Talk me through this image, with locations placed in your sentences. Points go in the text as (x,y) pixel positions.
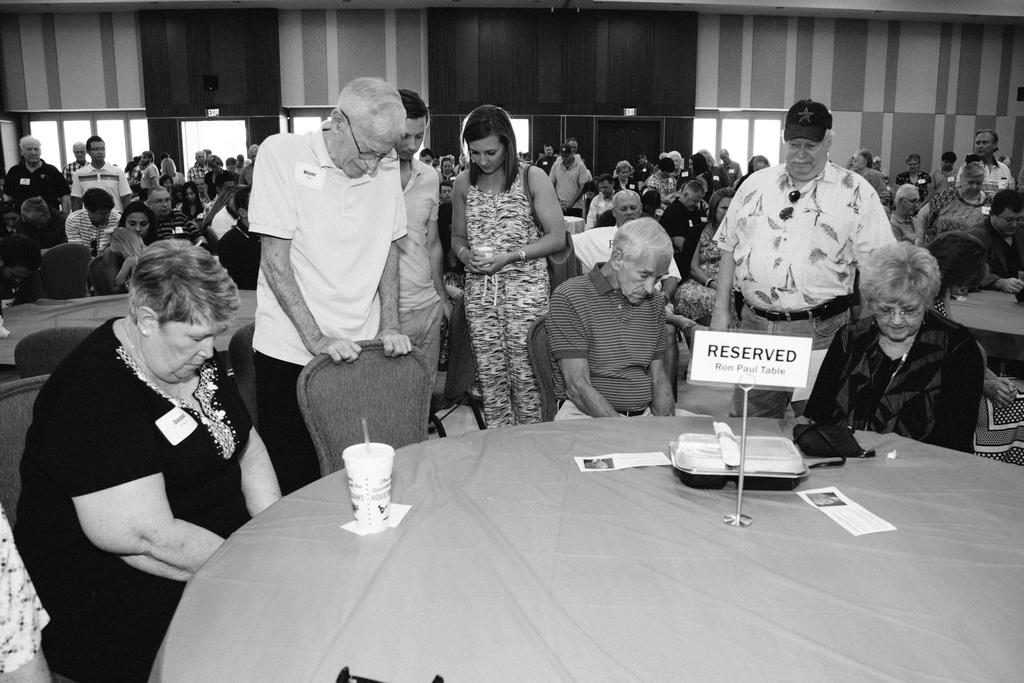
In a room (412,593) there is so much of crowd (870,260) standing and sitting on chairs (7,440). Thinking about something. there is a table (716,571) in which it showing a reserve board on it.
